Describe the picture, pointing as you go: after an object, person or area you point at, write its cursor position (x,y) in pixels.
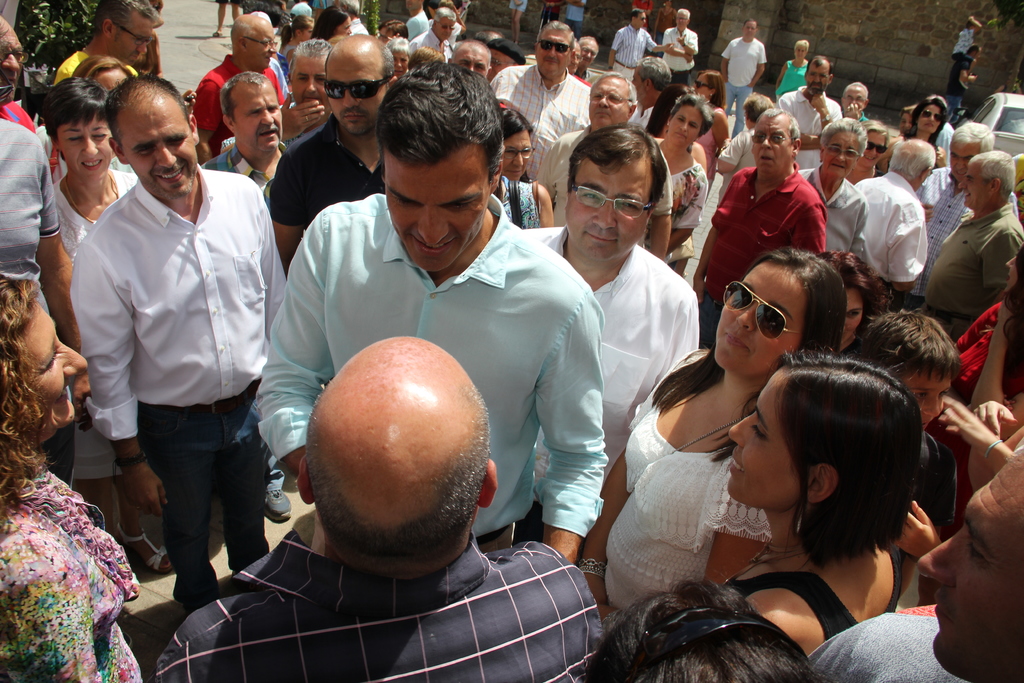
In this picture we can see a group of people (462,398) standing. On the right side of the people (600,182), there is a vehicle (1005,128) and wall (930,71). A man (956,90) is carrying a little boy (961,40) on his shoulders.
